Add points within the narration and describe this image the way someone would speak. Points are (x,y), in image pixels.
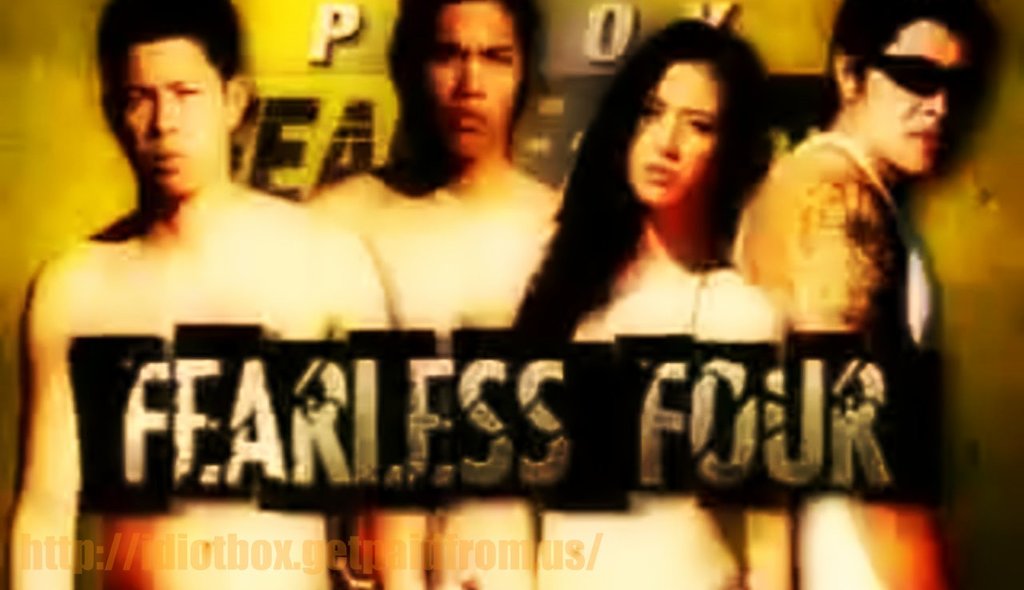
In the image we can see a poster (332,154), in it there are three men (533,183) and a woman (743,319) standing, and the right side man (830,242) is wearing goggles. Here we can see the text (411,466).
